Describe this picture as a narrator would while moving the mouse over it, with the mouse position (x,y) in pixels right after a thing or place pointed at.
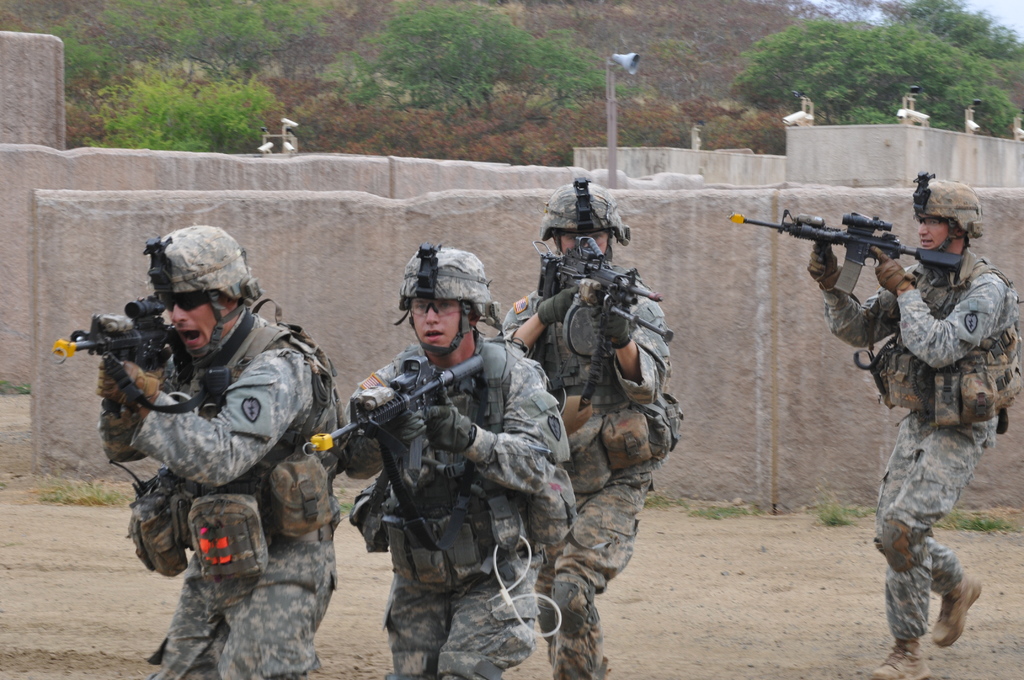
In this picture we can see a few people (1003,323) are holding guns (600,288) in their hands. We can see some plants (993,515) on the path (798,675). There are walls (862,208). We can see a loud speaker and other devices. Few trees (962,98) are visible in the background (547,94).
